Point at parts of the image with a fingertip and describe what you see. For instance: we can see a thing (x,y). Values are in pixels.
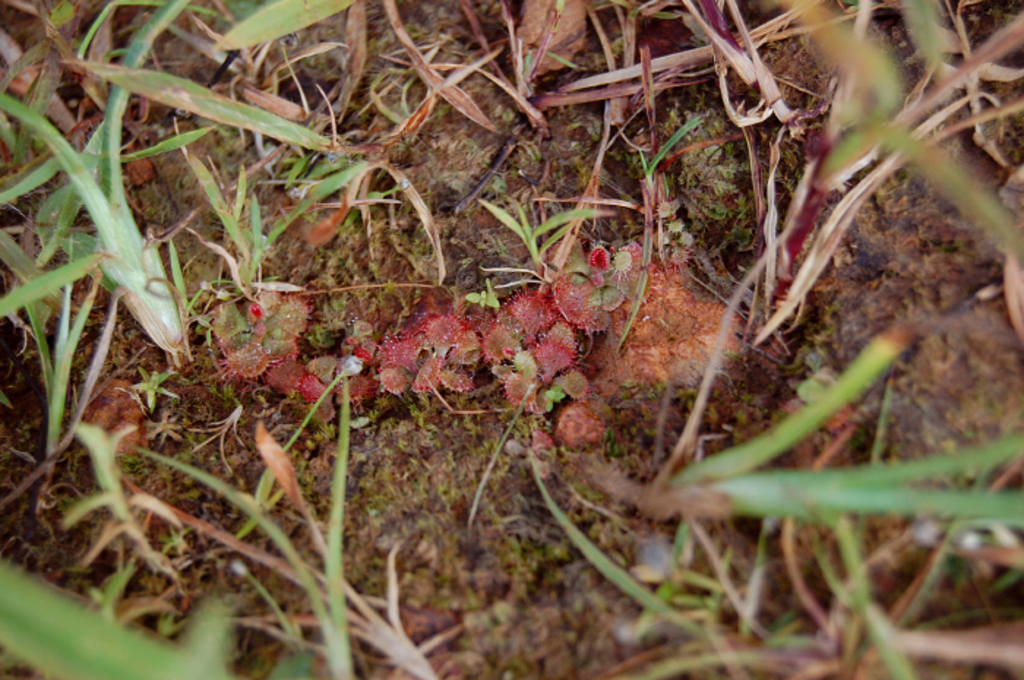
In this picture we can see plants (667,83).
